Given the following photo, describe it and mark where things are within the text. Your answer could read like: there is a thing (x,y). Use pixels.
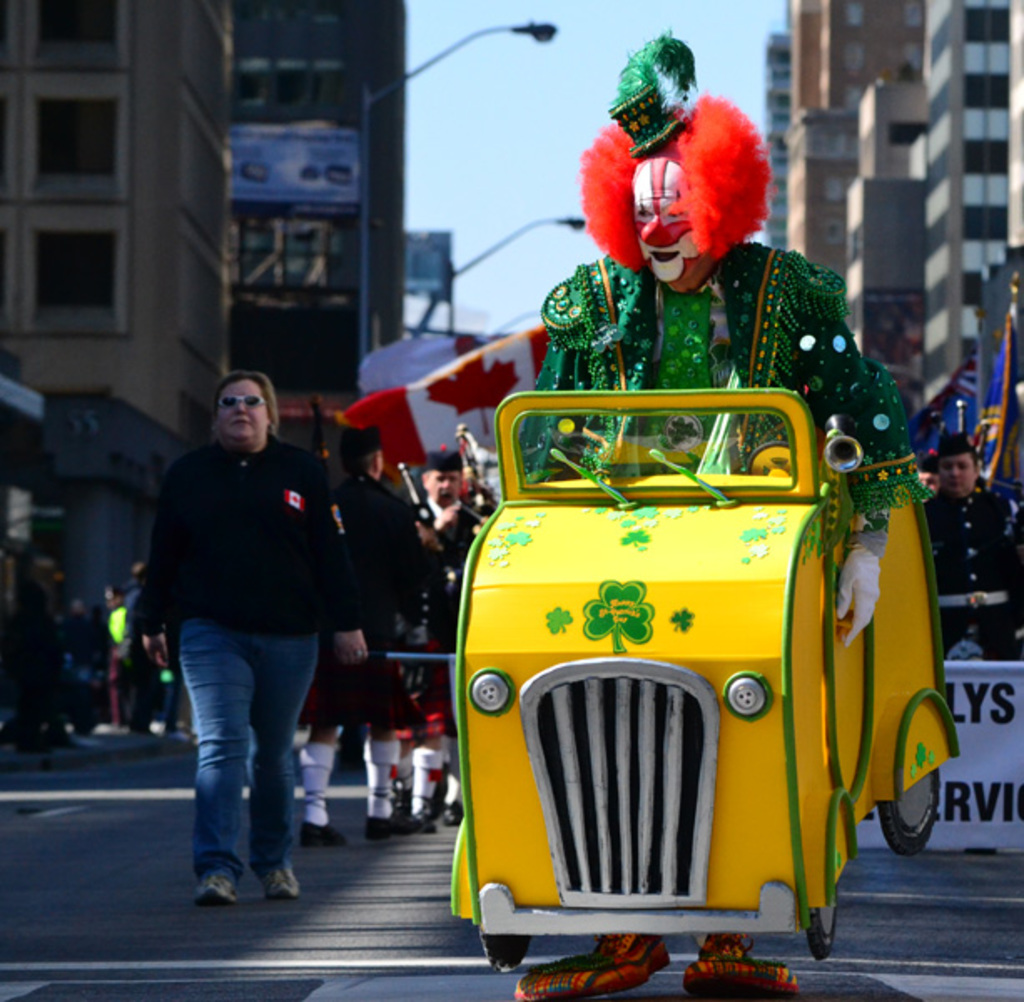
As we can see in the image there are few people (68,661) here and there, vehicle (724,658), banner (970,667), buildings (864,245), street lamps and sky (610,85).
